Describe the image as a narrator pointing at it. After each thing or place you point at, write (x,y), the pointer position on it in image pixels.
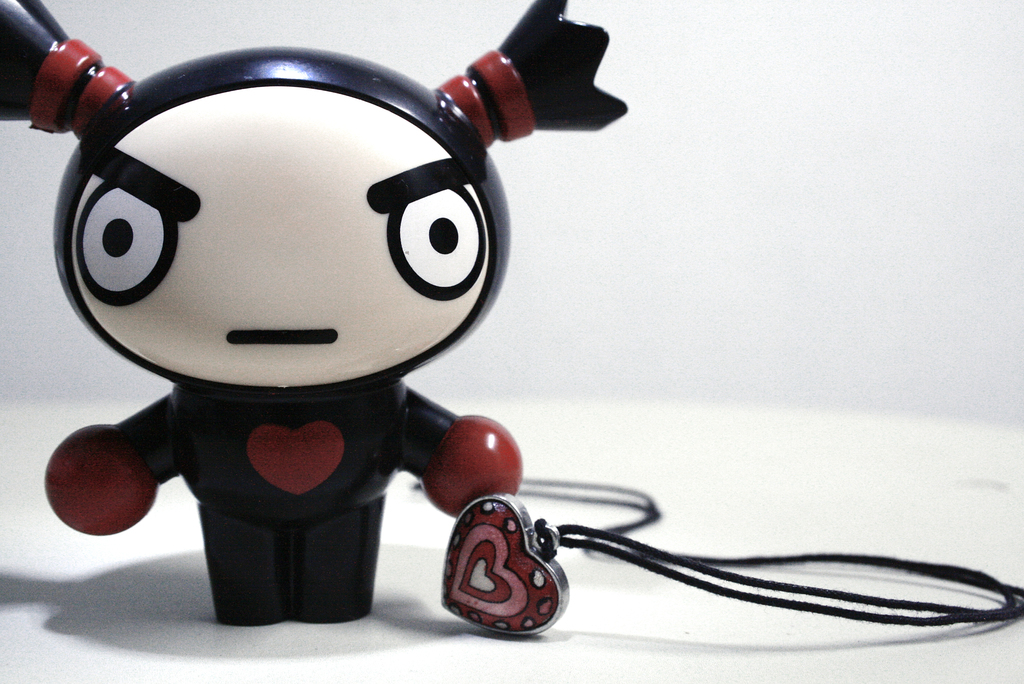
In this image, we can see a toy (467,285) and locket (509,532) on the white background.
